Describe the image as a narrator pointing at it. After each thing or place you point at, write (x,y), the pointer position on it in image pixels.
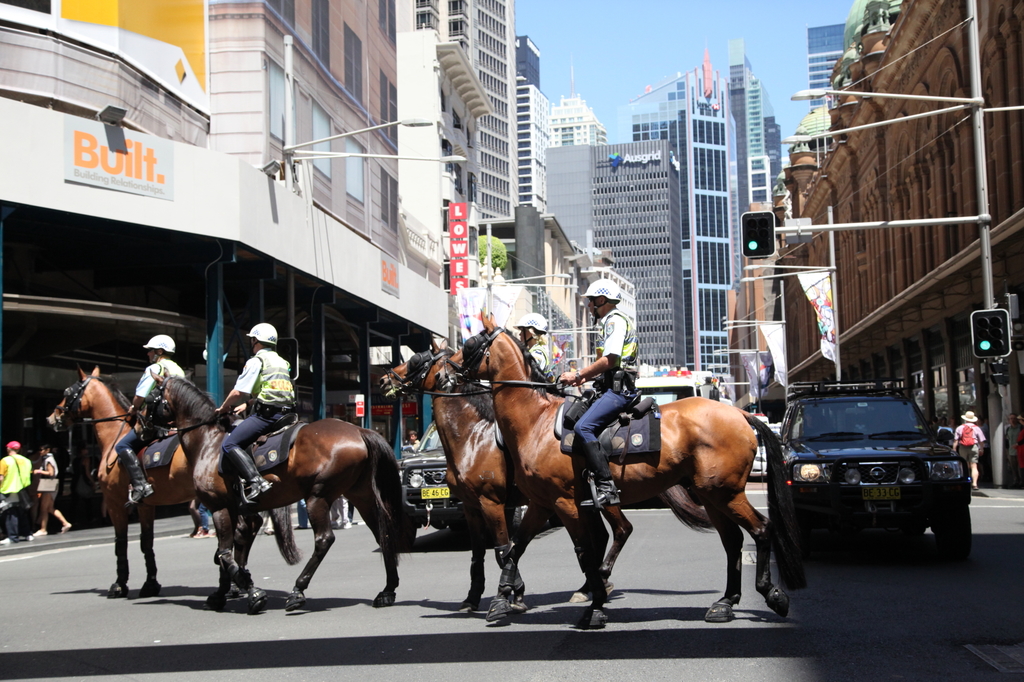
In this picture we can see some people (239,465) riding the horses (464,414) on the road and on the road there are vehicles (791,406) and some people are walking. On the right side of the horses (490,450) there are poles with traffic signals (756,250), banners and lights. Behind the horses (547,455) there are buildings (409,185), plant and a sky (638,52).
